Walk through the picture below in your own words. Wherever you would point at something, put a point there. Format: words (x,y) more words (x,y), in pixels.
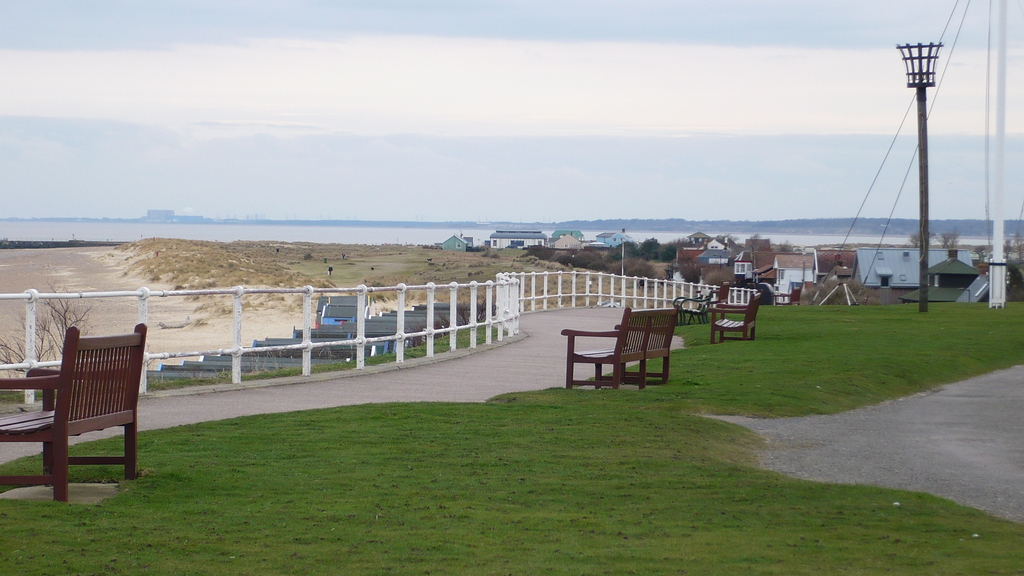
In this image I can see the ground (368,397), some grass (526,430), few benches (745,318), few poles (996,236), few wires (879,246), the railing (488,309), few buildings (606,246) and few trees (646,255). In the background (426,127) I can see the water (168,227) and the sky (515,89).
